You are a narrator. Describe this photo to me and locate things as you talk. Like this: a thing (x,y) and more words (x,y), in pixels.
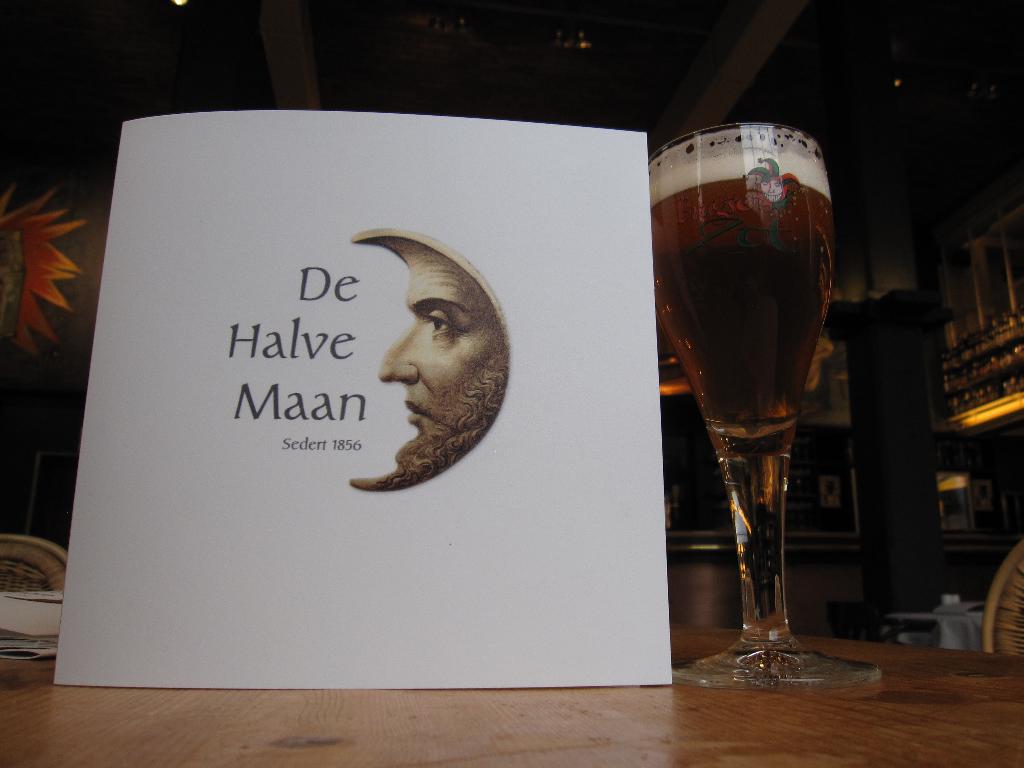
Here I can see a white card (294,374) with some text (357,421). Beside there is a glass (750,315) with some drink (728,308). These are placed on a table (538,724). Behind the table (543,716) there are chairs (1022,616). On the left side (33,621) there are few papers (31,633) placed on the table (164,757). In the background (962,387) there are many objects (968,388) arranged in the racks (960,367) and I can see few frames (948,497) attached to the wall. On the left side (40,253) there is a flower (12,293). At the top of the image (898,81) I can see the chandeliers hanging to the ceiling (298,44).
